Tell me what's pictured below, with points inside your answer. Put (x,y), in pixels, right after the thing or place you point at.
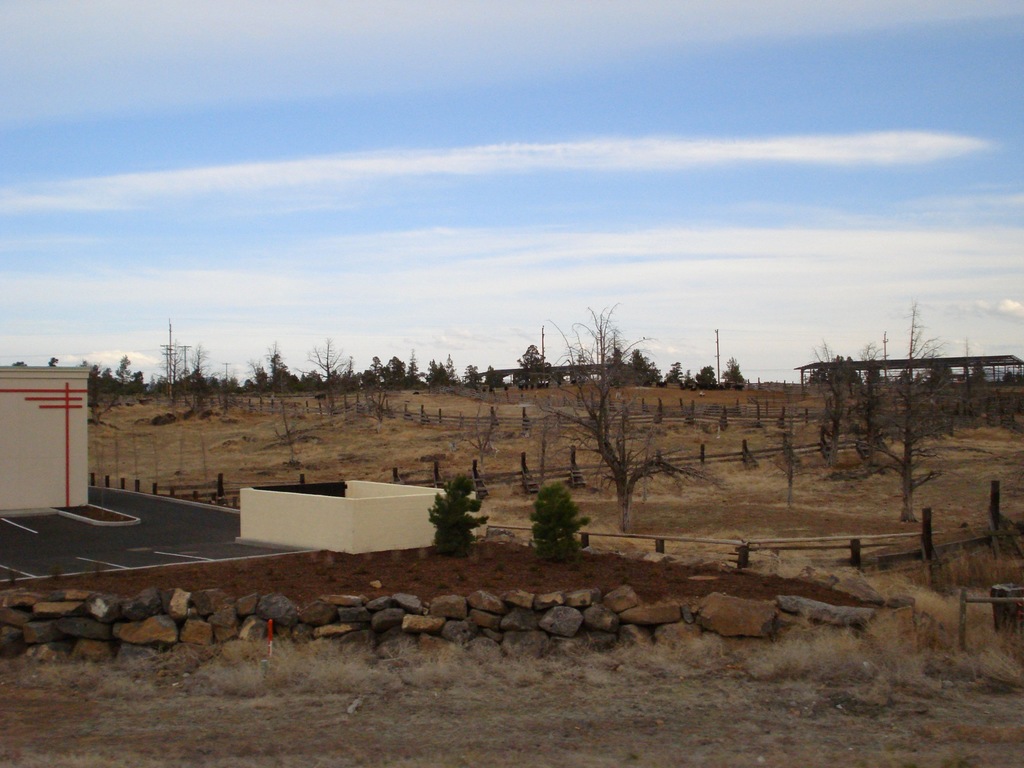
In the foreground of the picture (517,558) there are stones (450,613), grass (515,668) and soil (488,721). In the center of the picture (350,384) there are trees (173,385), fencing (613,406), buildings (35,413). In the top (358,184) it is sky (653,196), sky (510,198) is little bit cloudy.
